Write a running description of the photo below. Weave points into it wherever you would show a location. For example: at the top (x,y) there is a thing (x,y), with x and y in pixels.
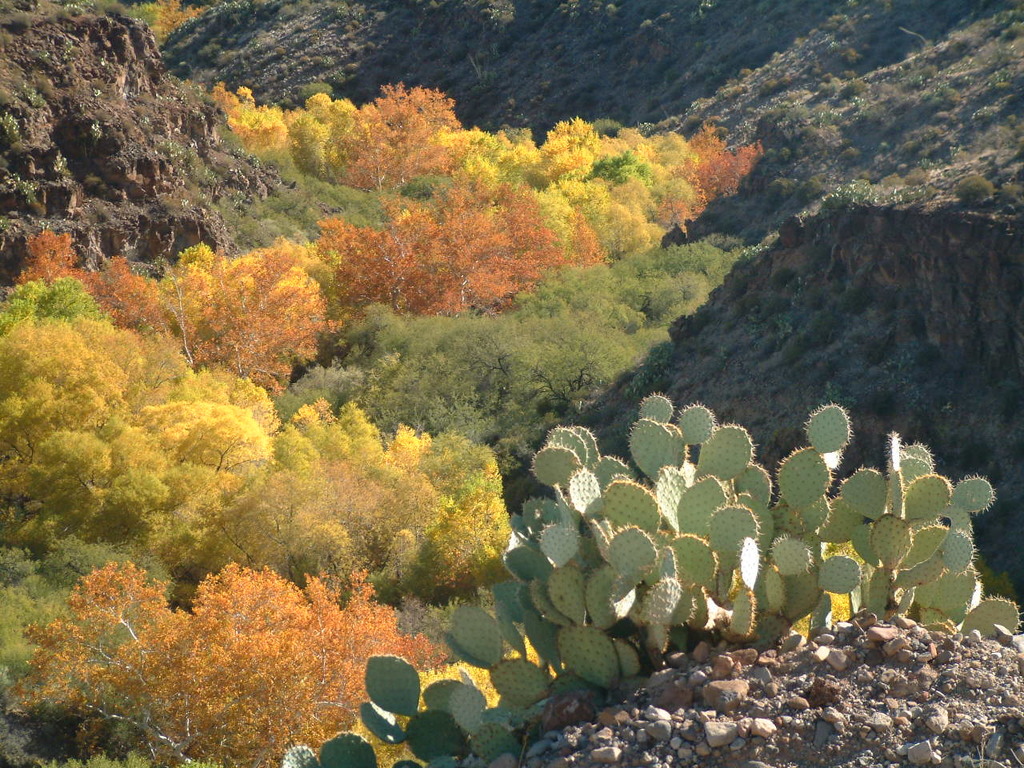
In this image there are desert plants (762,552), in the background (240,503) there are trees (466,252) and mountains (832,164).
